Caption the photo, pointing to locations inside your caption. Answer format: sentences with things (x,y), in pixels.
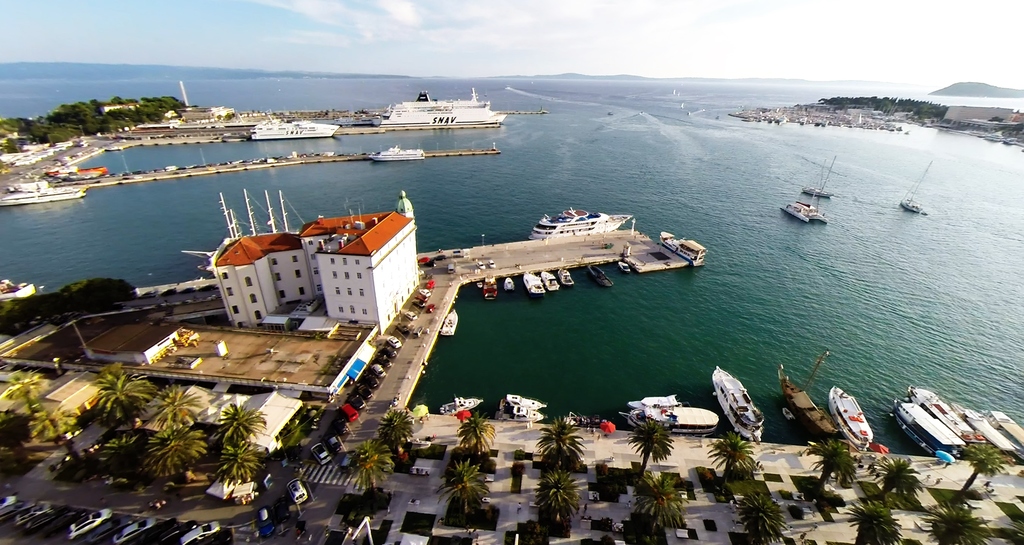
In this image I can see the ground (346,478), few vehicles (190,529), few trees (188,439), few persons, few buildings (290,298) which are white and brown in color and few boats (645,398) on the surface of the water (662,295). In the background (318,196) I can see few trees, the water (440,177), few buildings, a ship (453,116) which is white in color and the sky (648,28).
